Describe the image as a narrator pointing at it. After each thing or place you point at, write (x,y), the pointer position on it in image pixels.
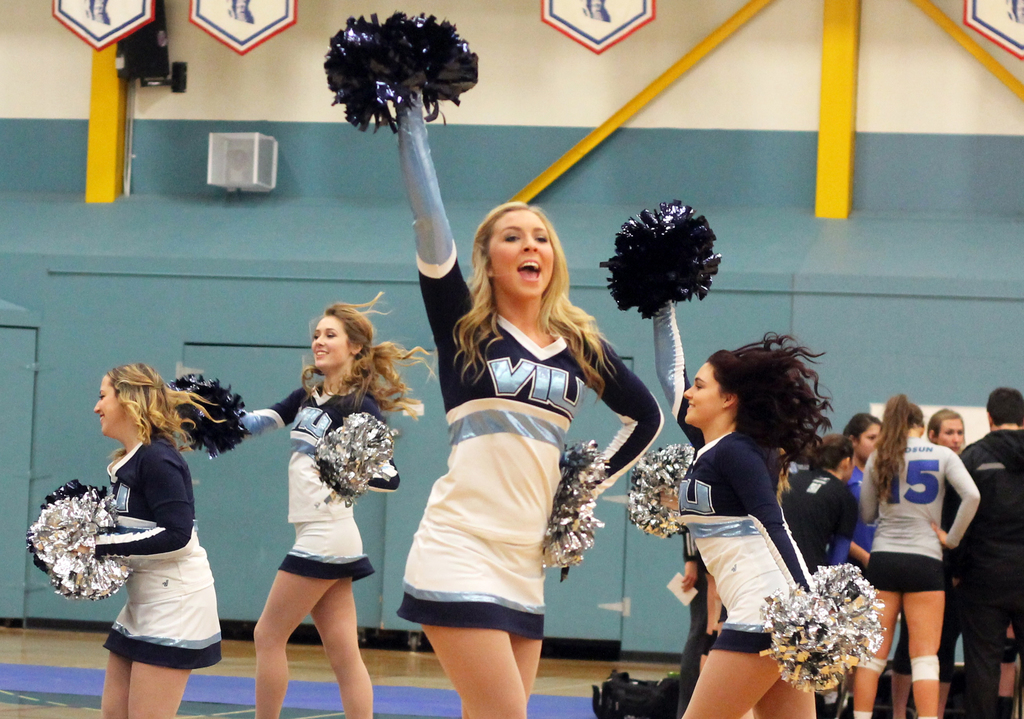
In this image, we can see four persons (293,523) wearing clothes (189,516) and holding pom poms (120,565) with their hands (664,499). There are group of people (829,509) in the bottom right of the image (994,557) standing and wearing clothes (1002,588).
